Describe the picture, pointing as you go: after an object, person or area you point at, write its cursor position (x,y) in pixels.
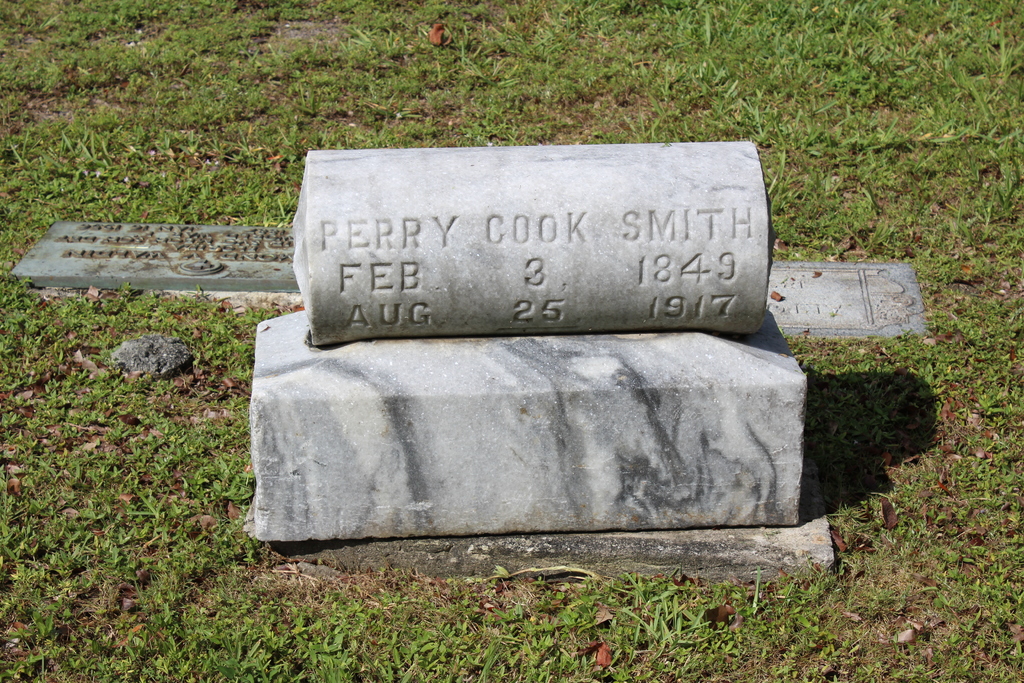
In this picture I can see 3 tombstones (409,291) on which there is something written and I can see the grass (209,338) around the tombstones (148,256).
